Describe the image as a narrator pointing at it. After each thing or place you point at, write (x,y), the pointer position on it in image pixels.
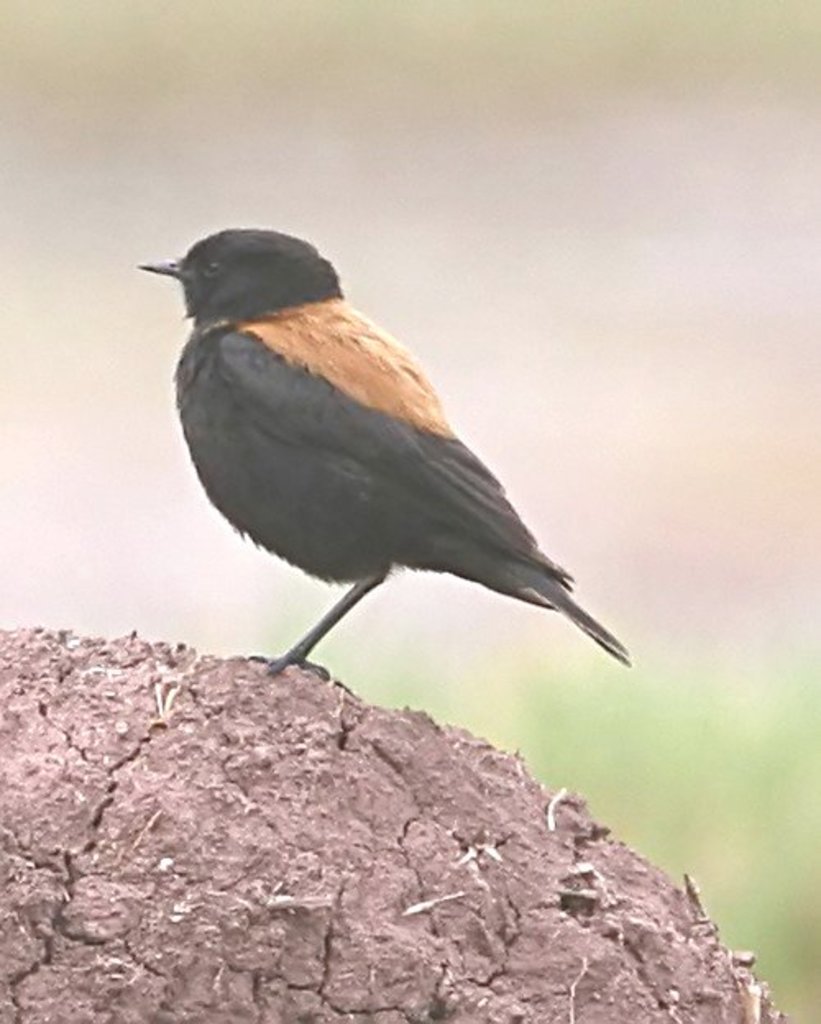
In this picture there is a bird (214,308) in the center of the image (281,523) on a muddy texture (302,763).
